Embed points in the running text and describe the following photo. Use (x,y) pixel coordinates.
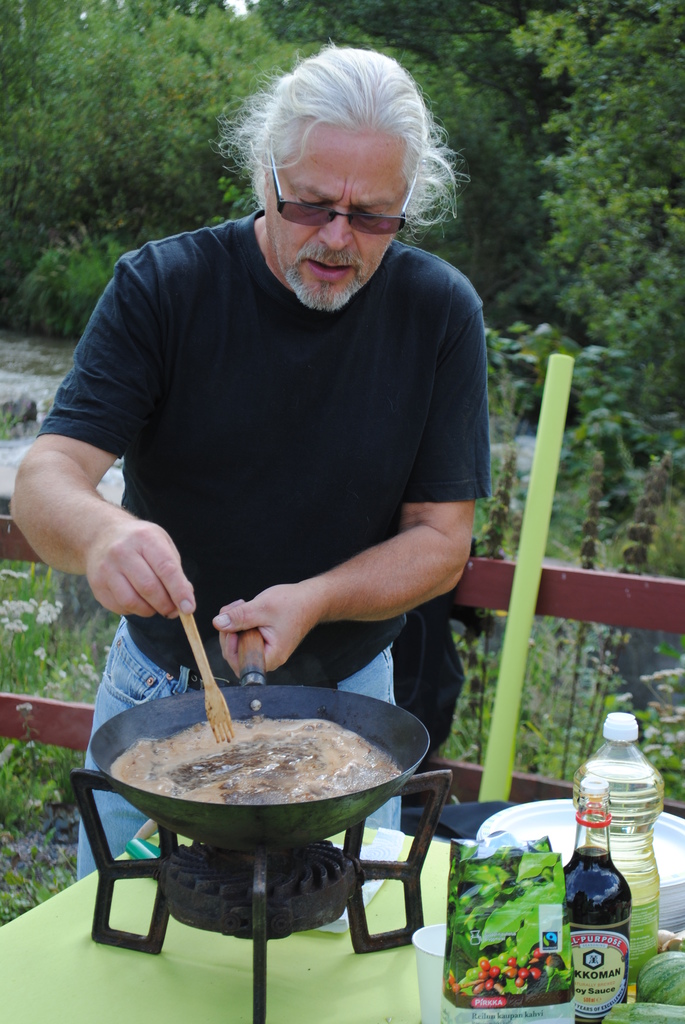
In this image I can see a man (292,288) standing, holding a bowl (239,820) which is on the stove (207,891) and cooking. In the right hand (125,578) holding a spoon (204,681). The stove (189,898) is placed on a table (164,998) and also there are few bottles (608,917), bowls (662,873) and some other objects (502,913). At the back of this man (96,545) there is fencing (598,607). In the background (600,207) there are many trees (606,159).
